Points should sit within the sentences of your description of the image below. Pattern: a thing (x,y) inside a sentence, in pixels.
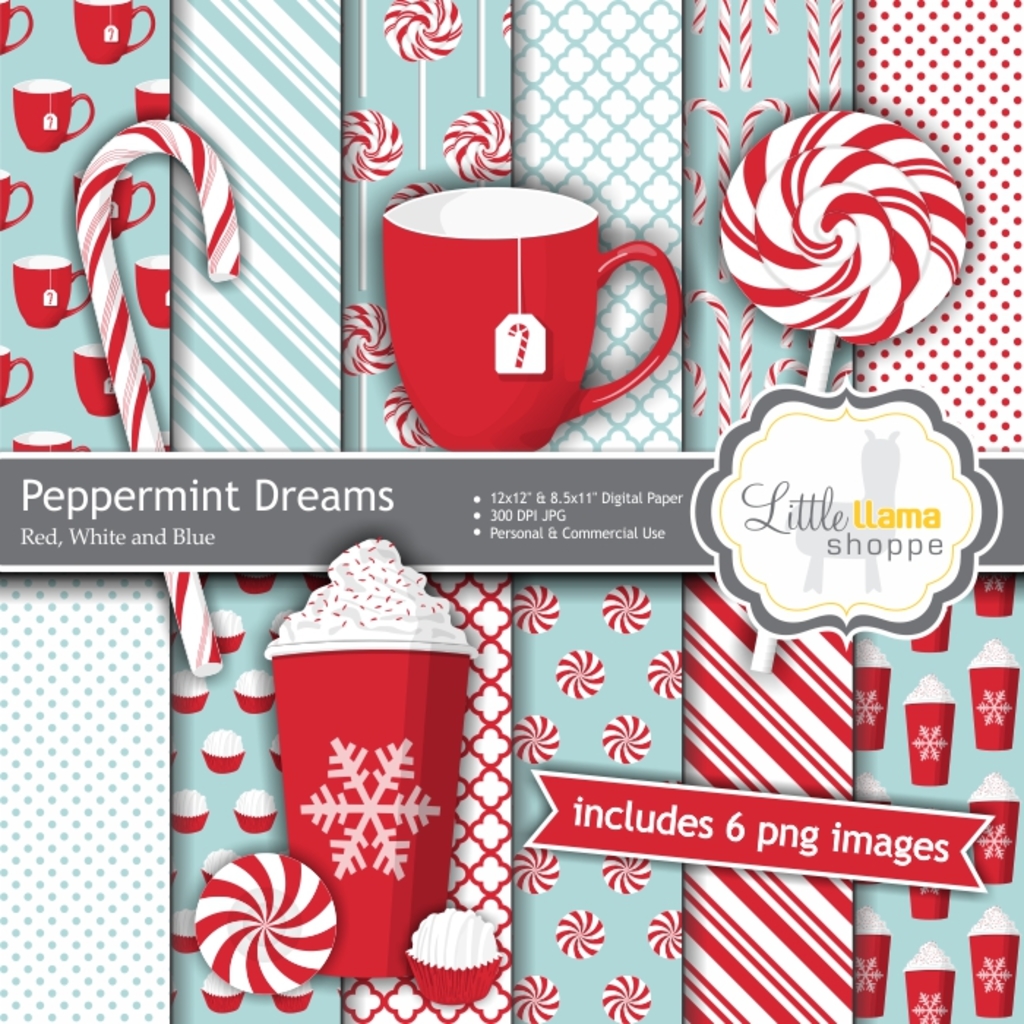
In this image there is a poster (384,207), on that poster (820,320) there are cups (447,345) and there is some text (820,517).
